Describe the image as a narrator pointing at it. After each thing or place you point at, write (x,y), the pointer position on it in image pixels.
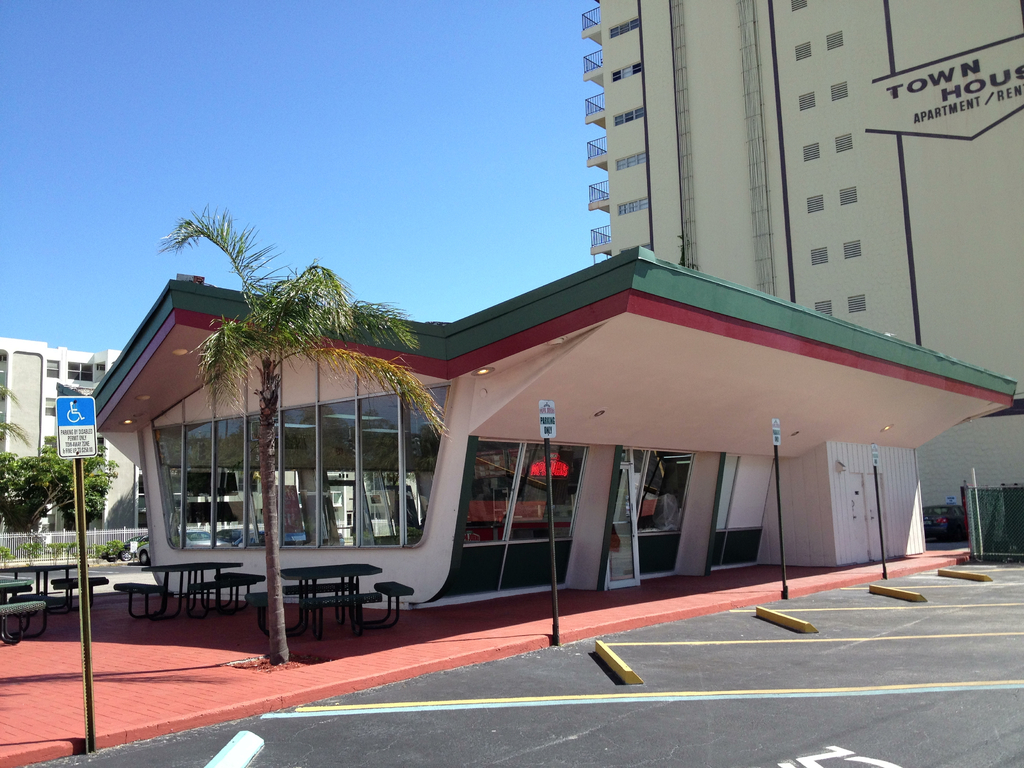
In this image we can see few buildings (762,296), some text (952,95) on the building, there are few benches (235,584), poles (79,527) with board (83,433), few trees (40,480), fence (67,534), vehicles (226,537) on the road (120,568) and the sky (394,239) in the background (447,223).
